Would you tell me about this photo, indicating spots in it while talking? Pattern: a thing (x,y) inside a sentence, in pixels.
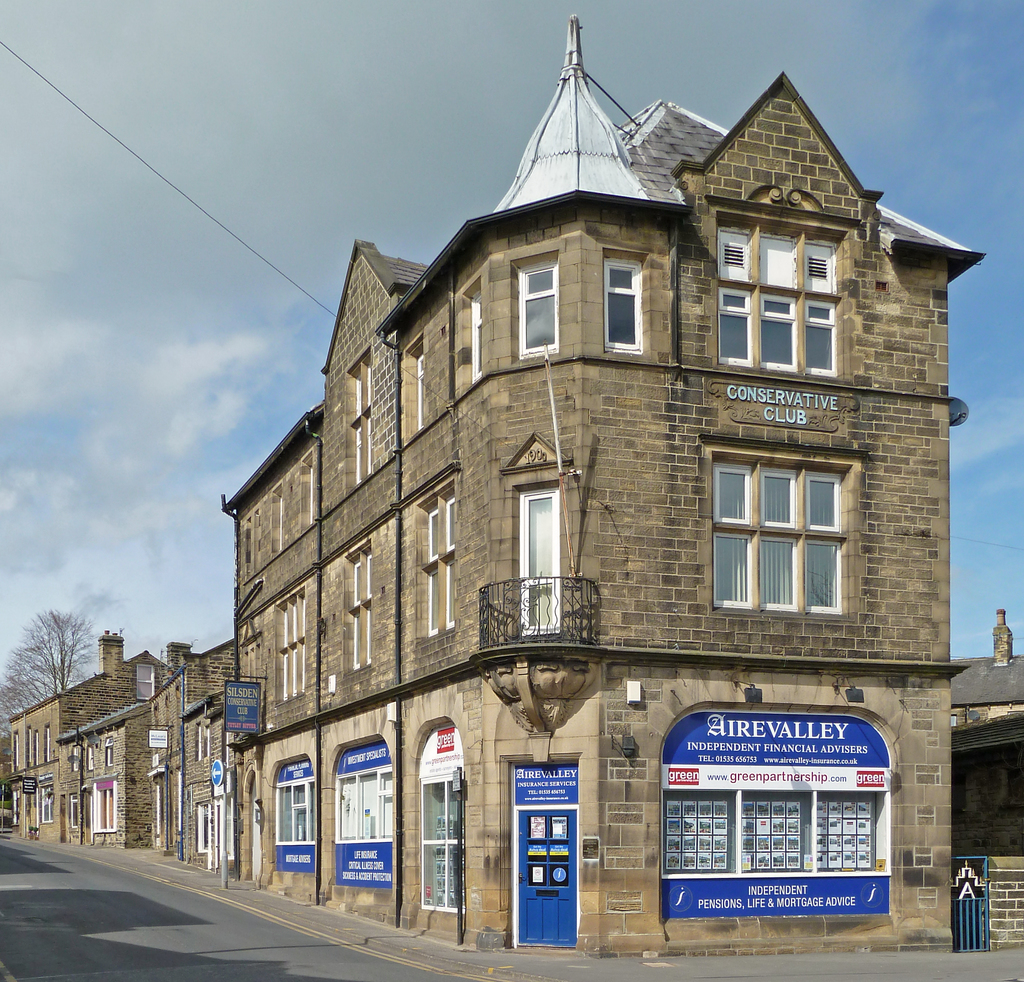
In this image there are buildings (299,666) one beside the other. In front of the building (56,742) there is a road (75,917). On the footpath (337,918) there are poles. At the top (947,109) there is sky (981,115).
